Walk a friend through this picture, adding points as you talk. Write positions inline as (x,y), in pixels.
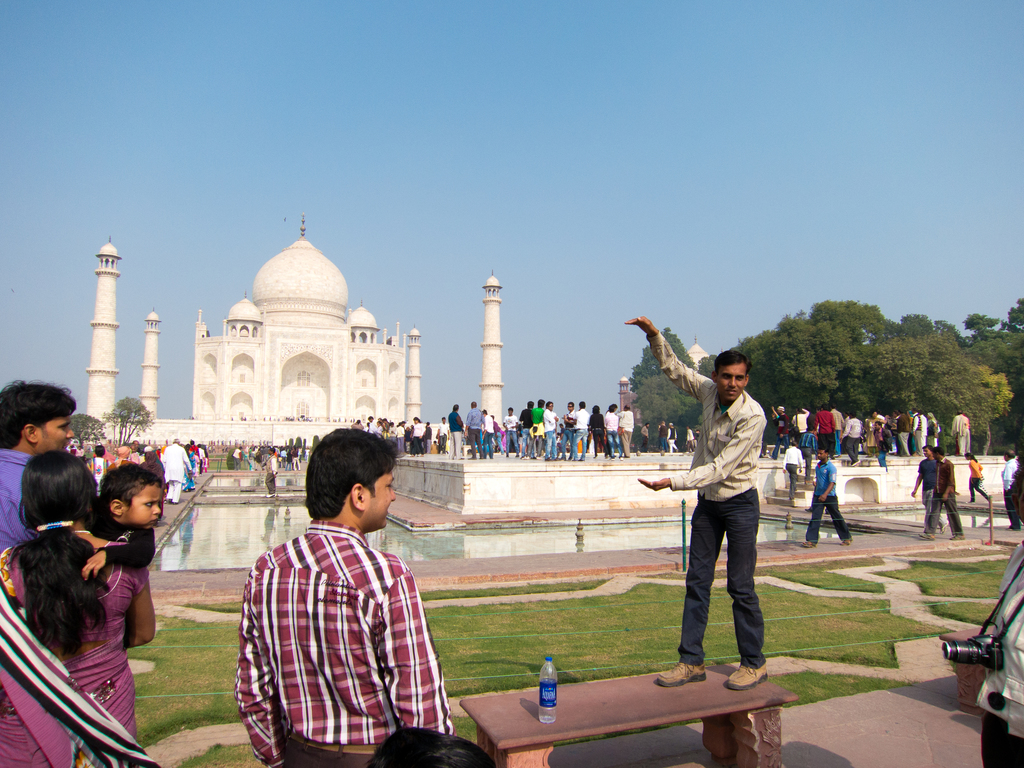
In this image I can see a person (742,668) standing on the bench (688,705) and a water bottle (549,669) on the bench (569,710). I can see few persons (308,566) standing, a person (1016,706) holding a camera (962,652), the water (274,521), few trees (763,405) and few buildings (370,391) which are white in color. In the background (425,182) I can see the sky (507,135).
